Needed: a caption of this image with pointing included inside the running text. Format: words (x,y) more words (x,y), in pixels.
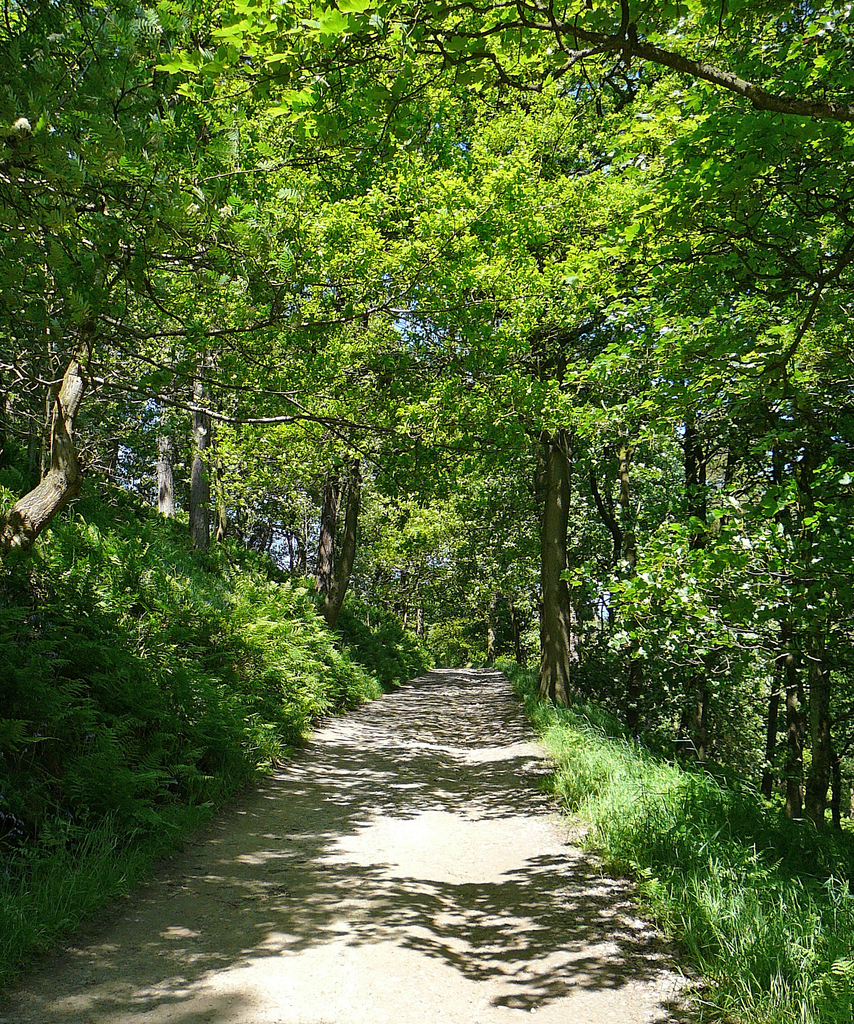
This image is taken outdoors. At the bottom of the image (414,907) there is a road (466,830) and there is a ground (741,865) with grass (634,779) on it. In the middle of the image (551,535) there are many trees (379,284) and plants (626,603) on the ground (118,617).
